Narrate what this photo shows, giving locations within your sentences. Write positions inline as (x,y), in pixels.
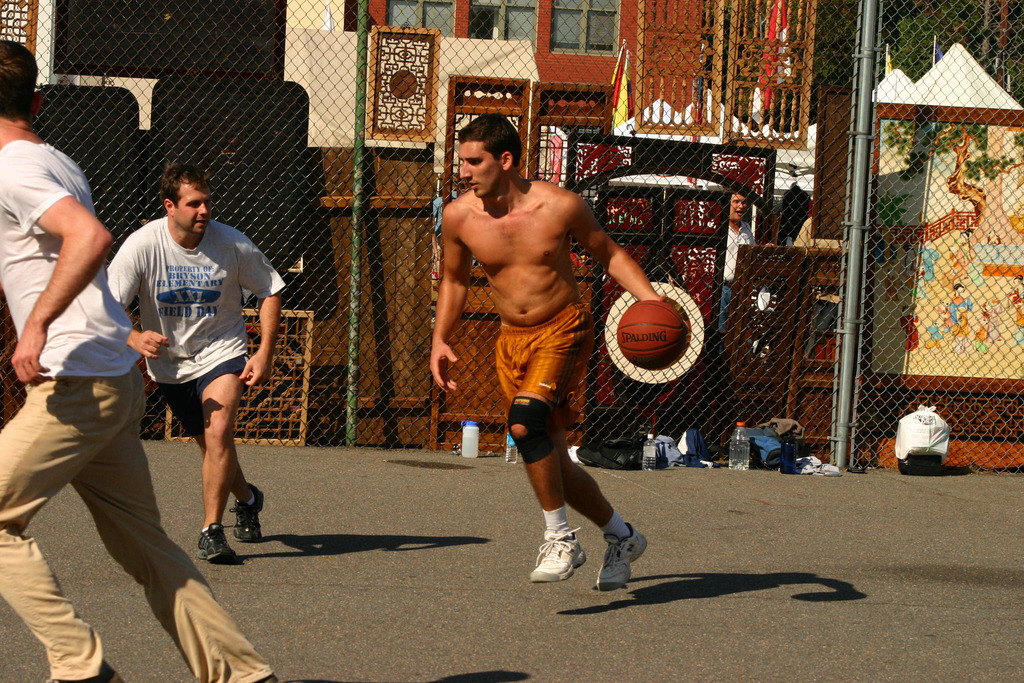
In this picture we can see a ball (628,326), three men (573,363) running on the ground (363,603) and in the background (760,442) we can see bottles (731,447), clothes (670,446), bag (911,430), fence (886,431), trees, poles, flags (629,79), two people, building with windows (584,14) and some objects (533,63).
